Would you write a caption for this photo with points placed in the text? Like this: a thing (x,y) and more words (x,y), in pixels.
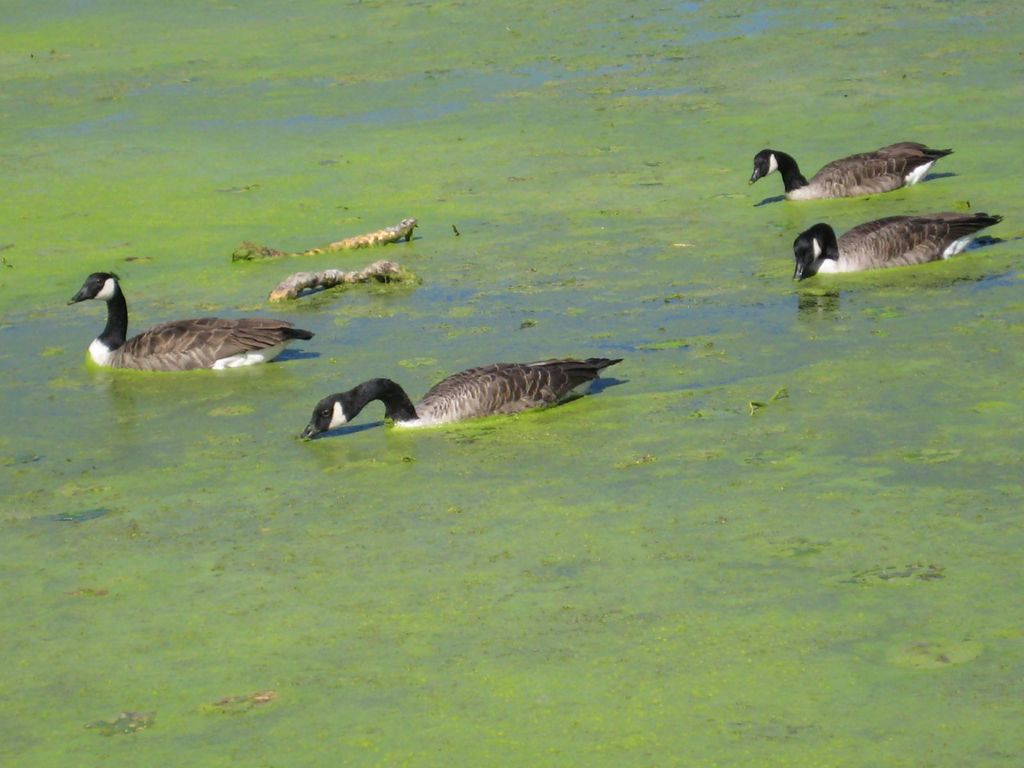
In this image we can see a group of geese (896,221) on the water (374,180).
